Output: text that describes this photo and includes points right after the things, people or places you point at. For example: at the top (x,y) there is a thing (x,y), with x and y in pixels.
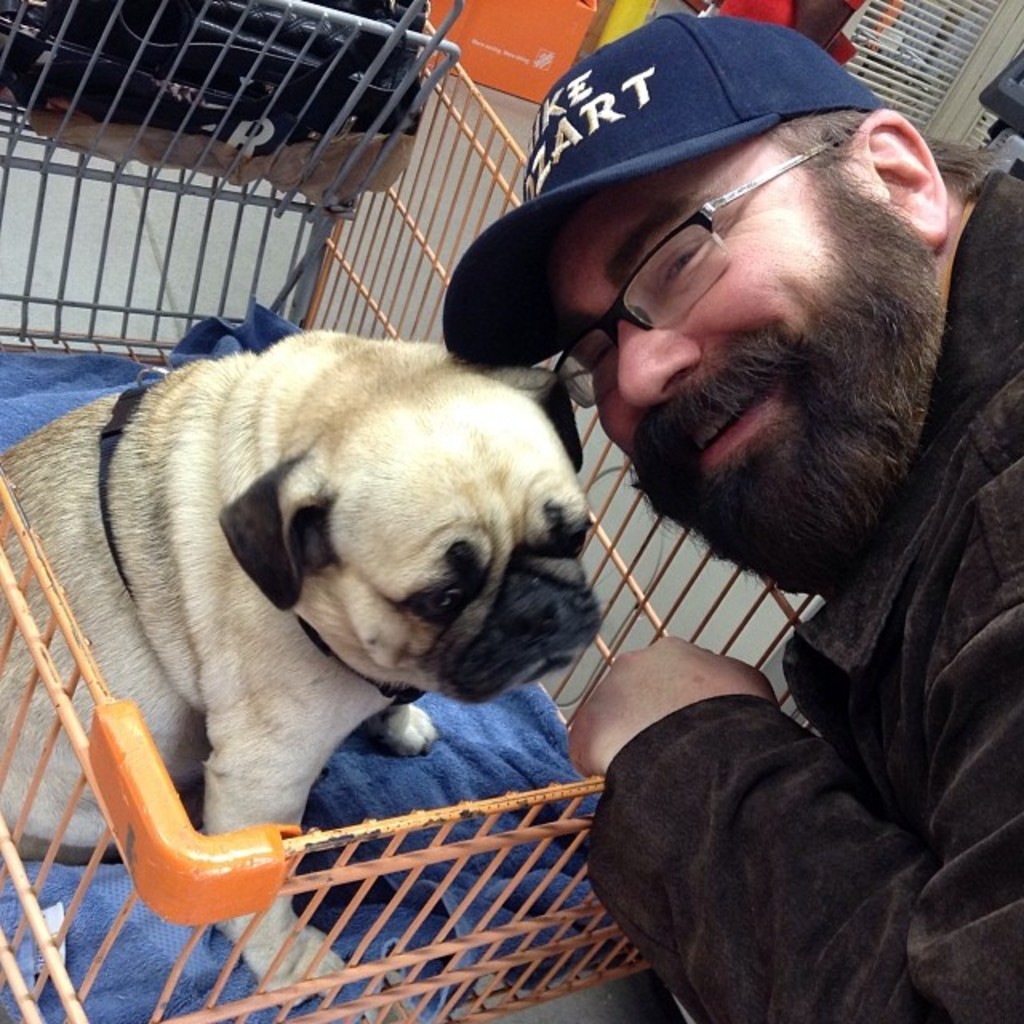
In this image I can see a person (652,334) and there is a dog (293,559) in the basket (325,834).
